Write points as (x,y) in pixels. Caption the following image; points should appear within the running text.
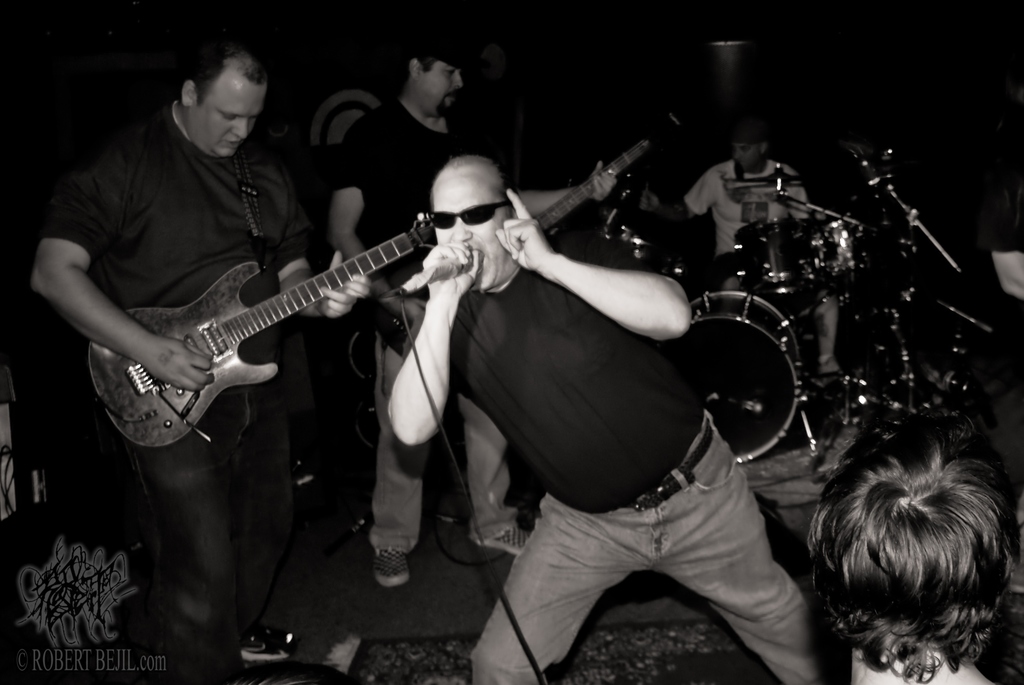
In this image we can see a four persons (716,593) performing on a musical stage (808,571). They are playing a guitar (345,274), playing a snare drum (735,236) and singing on a microphone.
